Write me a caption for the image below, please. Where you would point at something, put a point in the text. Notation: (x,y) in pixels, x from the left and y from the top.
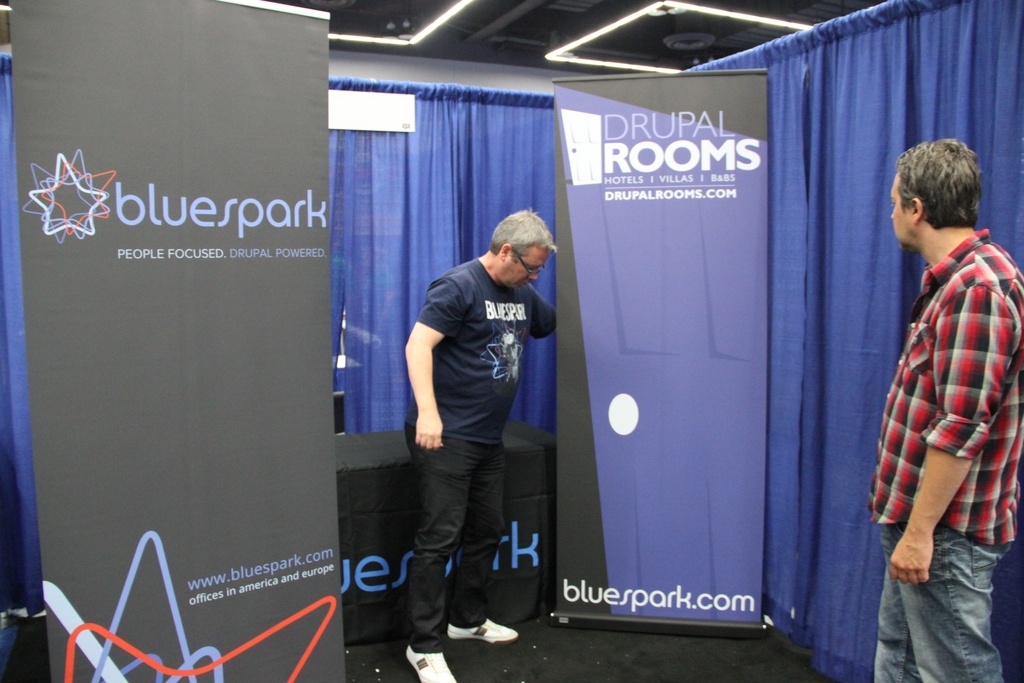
In a room (519,629), there are two men (506,396) and around the room (729,128) there are blue curtains (880,215), in front of the curtain (841,191) there are two advertisement boards (586,368) and behind a man (443,391) there is a table (396,466) and on the table (374,477) there is a black cloth (373,511).
